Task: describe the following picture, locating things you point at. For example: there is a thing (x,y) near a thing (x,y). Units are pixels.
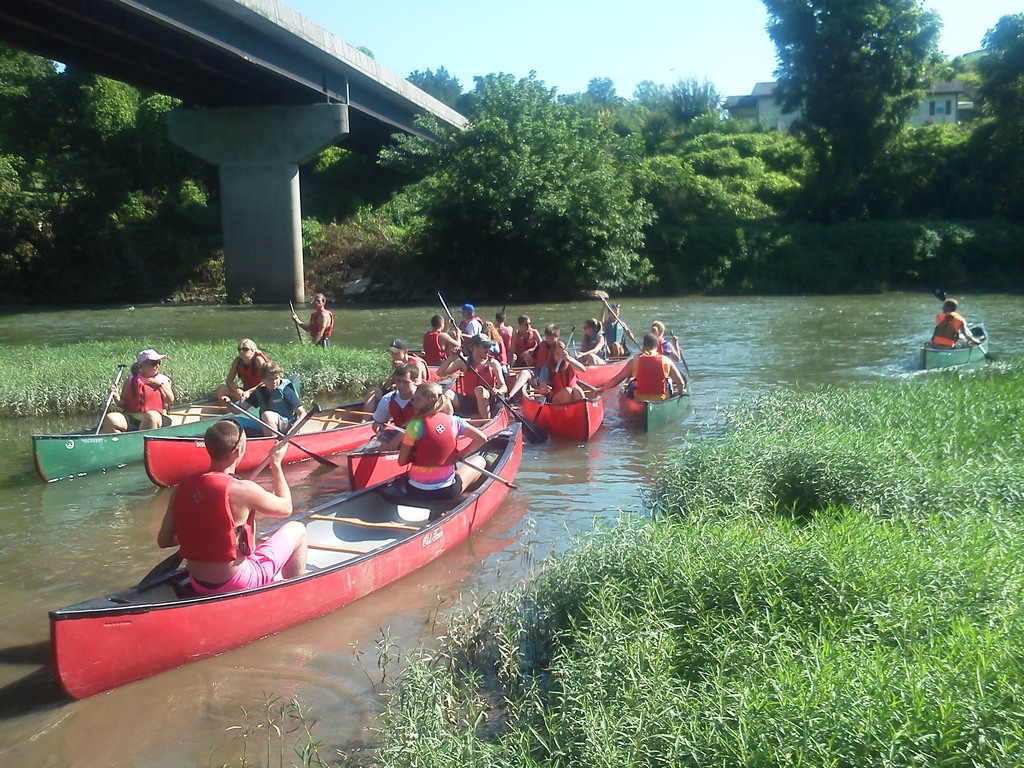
This picture is taken from outside of the city. In this image, in the middle (371,492), we can see some boats (121,456) which are floating in the water (344,481). On the boat (257,452), we can see a group of people (614,376) sitting. On the right side (796,683), we can also see some grass (1018,737). On the left side (167,347), we can see some grass (37,393), bridge (270,236). In the background (141,119), we can see some trees (498,248), plants (949,232), buildings (962,90). At the top (644,11), we can see a sky (679,35), at the bottom (404,602), we can see water (730,392) in a river (812,306).
